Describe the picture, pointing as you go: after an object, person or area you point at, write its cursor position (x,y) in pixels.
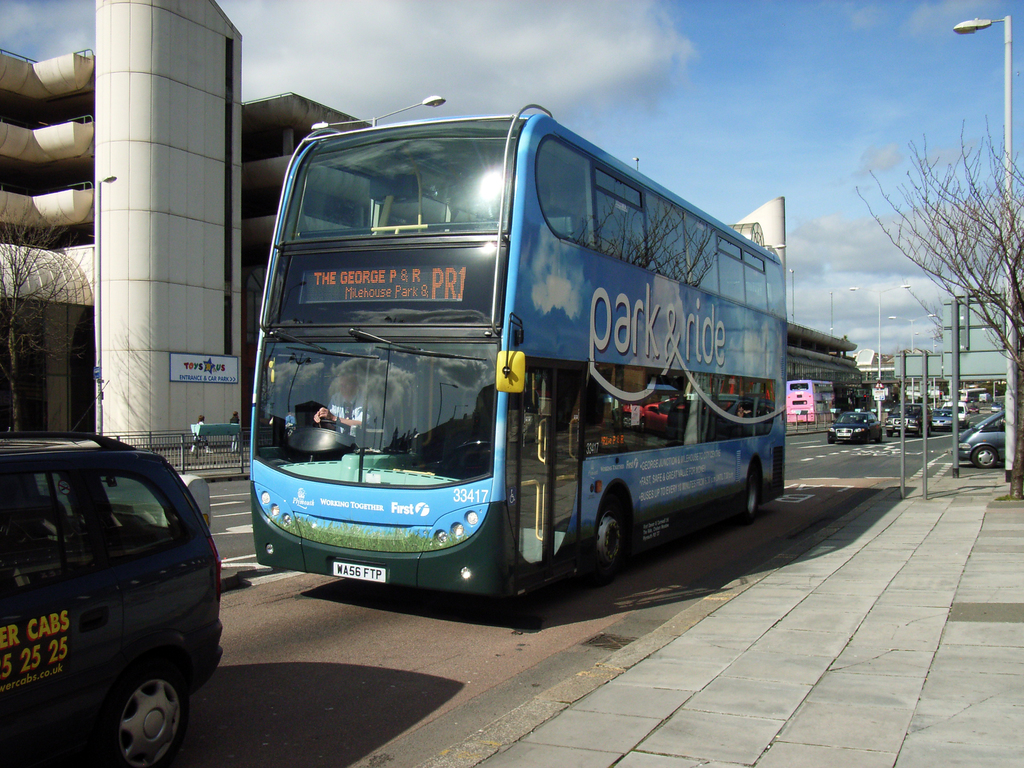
In this image we can see the vehicles (748,425) on the road (411,630). We can also see the buildings (248,427), trees (959,212), light poles (972,30), boards (922,367), barrier (169,455) and also the path (886,607). We can also see the people (197,431) walking. In the background (291,80) we can see the sky (715,188) with some clouds (432,74).
